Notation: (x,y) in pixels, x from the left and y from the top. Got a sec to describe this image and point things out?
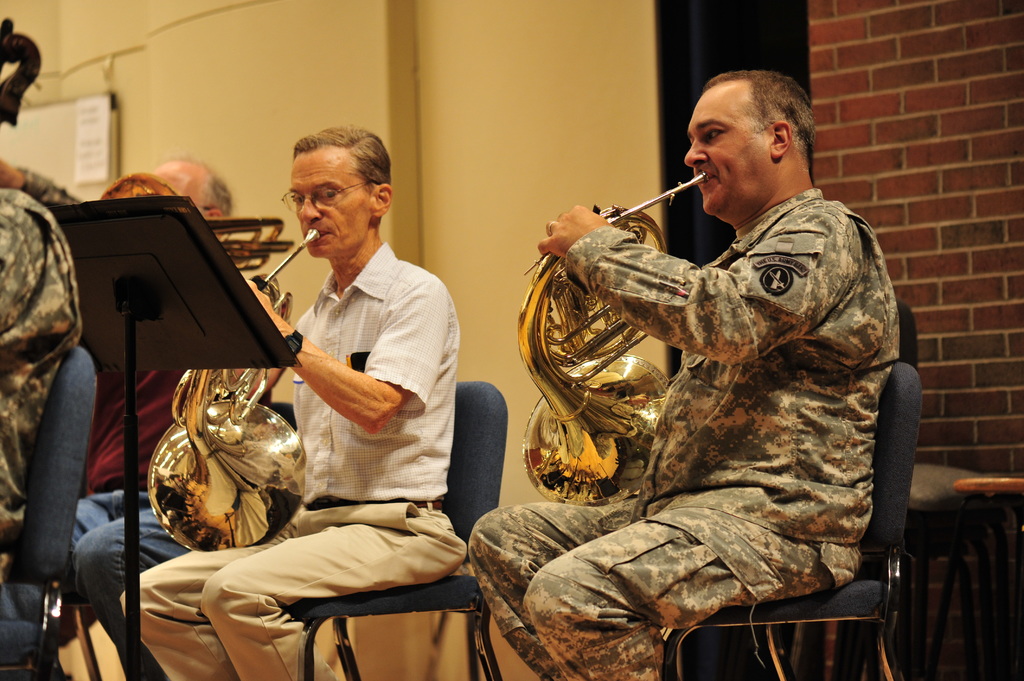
On the left side (25,324), there is a person (28,311) in uniform (28,381), sitting on a chair (44,512). On the right side (751,336), there are three persons (361,225) sitting on chairs (853,591). Two of them are playing musical instruments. In the background (76,136), there is another person (228,188) and there is a board (52,106) attached to the wall (127,83).
